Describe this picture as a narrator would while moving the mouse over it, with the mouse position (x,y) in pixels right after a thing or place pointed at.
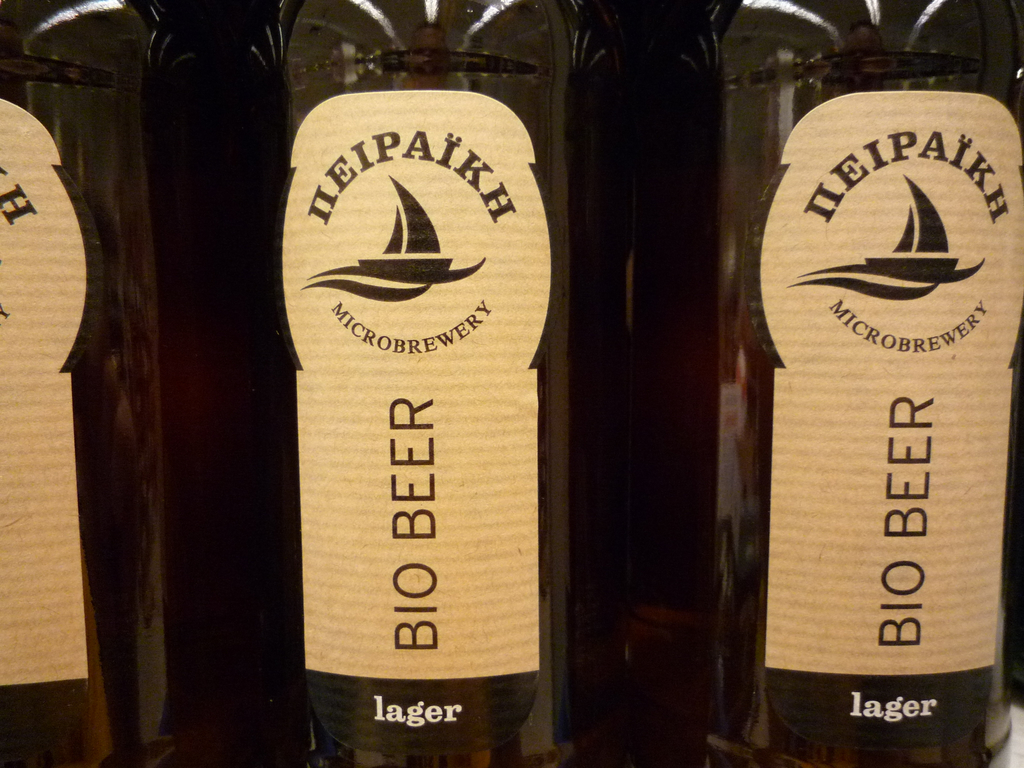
In this image we can see three bottles (509,394) with some image (383,293) and text (419,583) on it.
